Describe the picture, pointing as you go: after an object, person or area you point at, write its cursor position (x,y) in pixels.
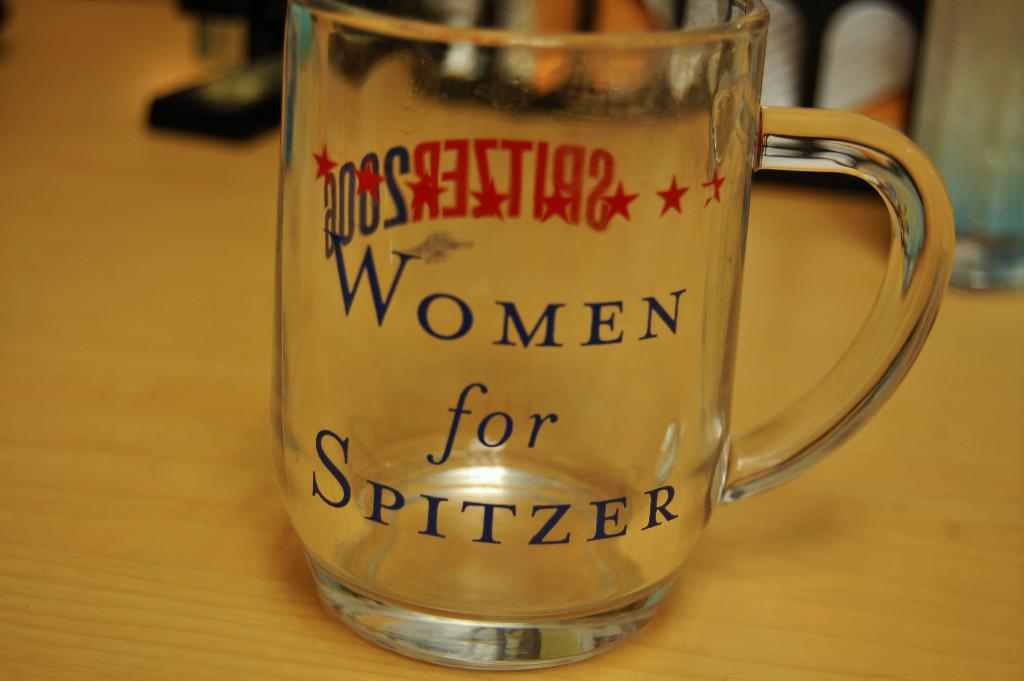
In this image i can see a cup (480,340) on a table (50,473).
